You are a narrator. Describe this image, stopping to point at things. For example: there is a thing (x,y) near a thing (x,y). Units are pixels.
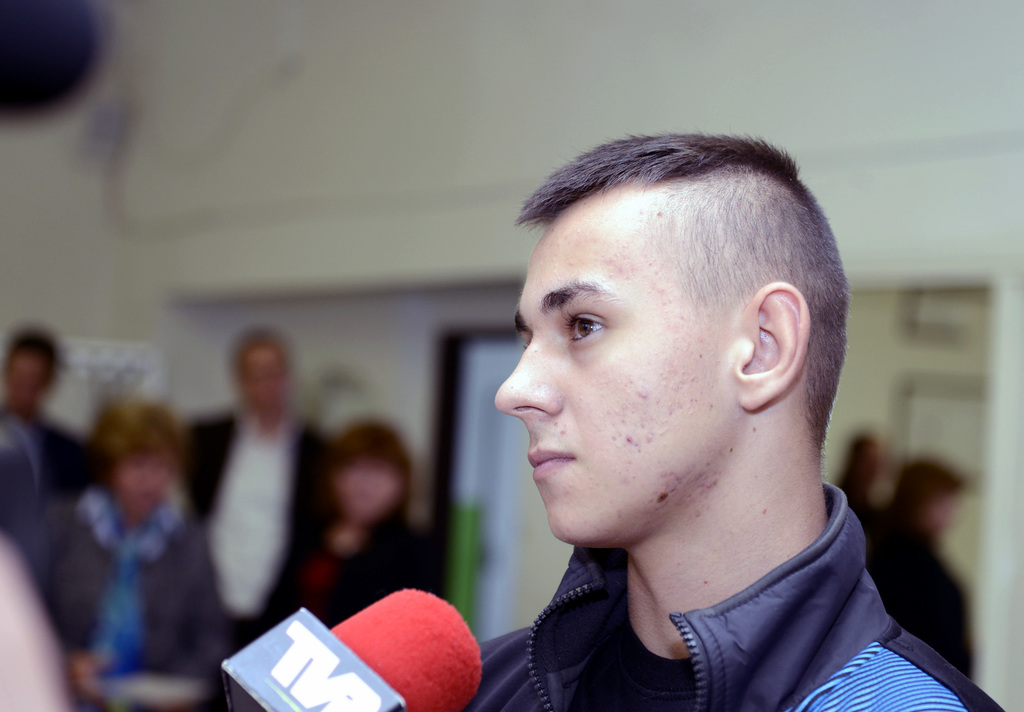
In this image I can see a person (727,233) wearing blue color jacket (620,594), in front (394,648) I can see a microphone (364,648). Background (248,231) I can see few other persons (268,623) standing and the wall (457,230) is in white color.
